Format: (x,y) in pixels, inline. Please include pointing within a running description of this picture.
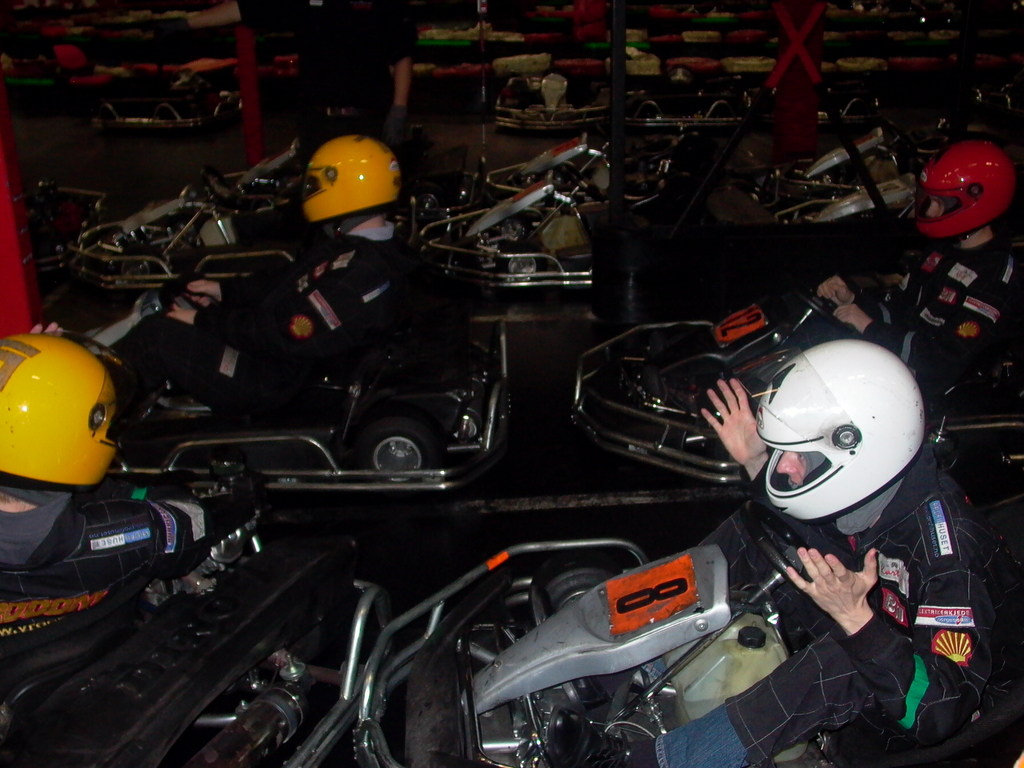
In this picture we can see some people (383,297) wearing helmets (861,361) and sitting in the go karting cars (346,458).
